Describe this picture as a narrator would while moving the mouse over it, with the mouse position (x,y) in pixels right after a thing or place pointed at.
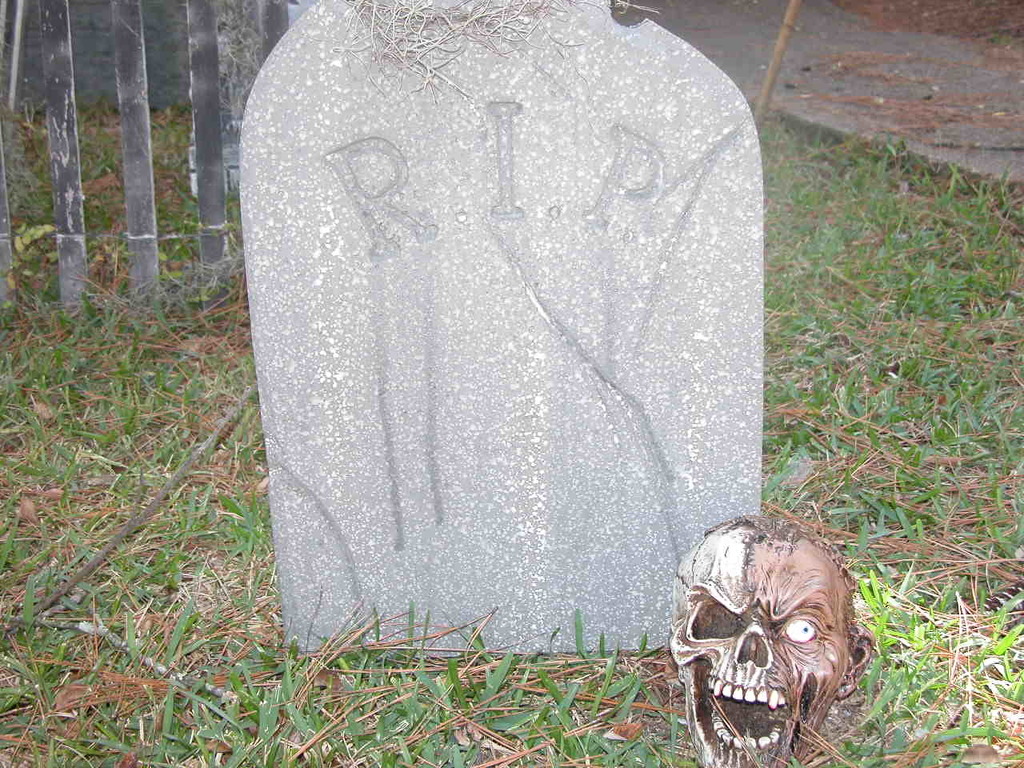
There is a skeleton (803,544) on the grass (576,744) on the ground (647,723) near a grave (427,501). In the background (52,41), there is a fencing (215,38) and there is a road (848,25).
